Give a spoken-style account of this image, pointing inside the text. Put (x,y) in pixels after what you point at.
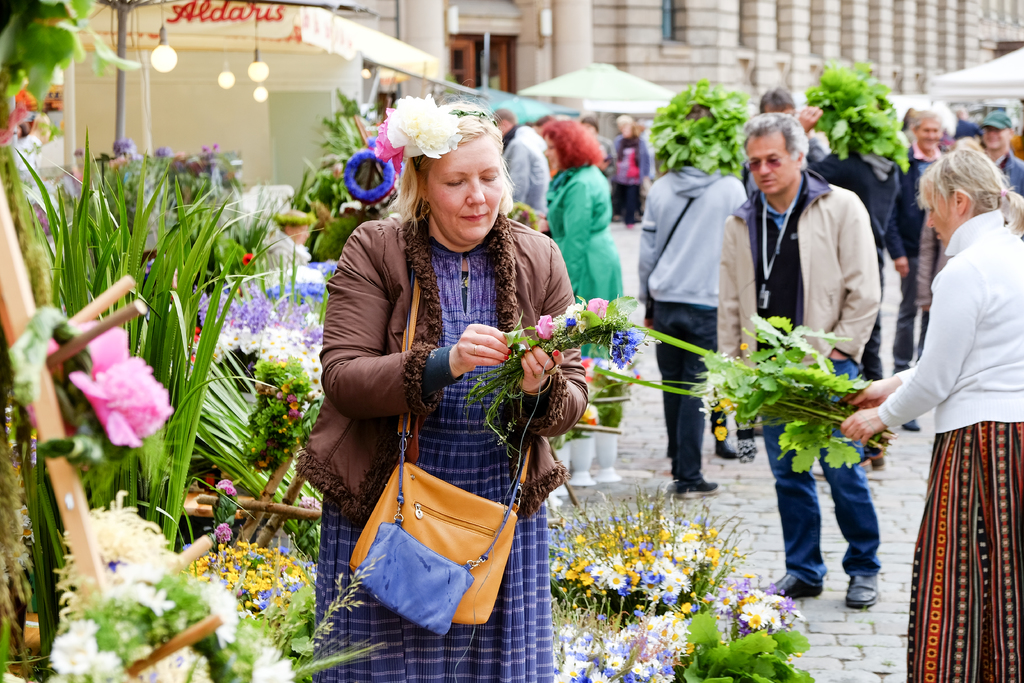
Far there is a building (803,34). These persons (1018,315) are standing and holding a leaves (819,406) with flowers (556,320). This woman (475,325) wore bag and jacket (371,367) and holding a flowers (613,334). This is bouquet shop (303,535).
